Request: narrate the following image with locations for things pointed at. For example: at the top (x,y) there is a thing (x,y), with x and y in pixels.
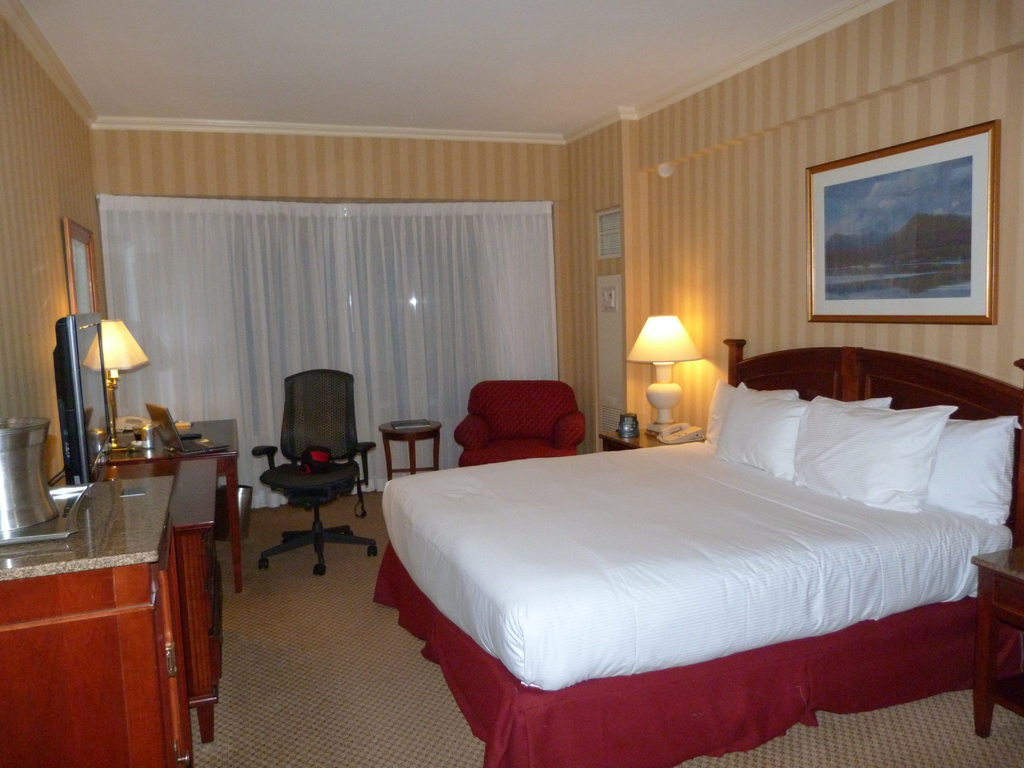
In this Picture on the right side (720,573) there is a bed (856,505) in the right corner (897,288), there is a photo frame (898,247). On the left of the bed (616,489) there is a bed lamp (673,351) here and sofa (536,418) on the right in the center (414,336) there is a curtain (354,302) here. In the center (343,467) there is a chair (317,424). In the left corner (146,506) there is a table (152,467). On the left side (96,403) there is a monitor (63,354).
